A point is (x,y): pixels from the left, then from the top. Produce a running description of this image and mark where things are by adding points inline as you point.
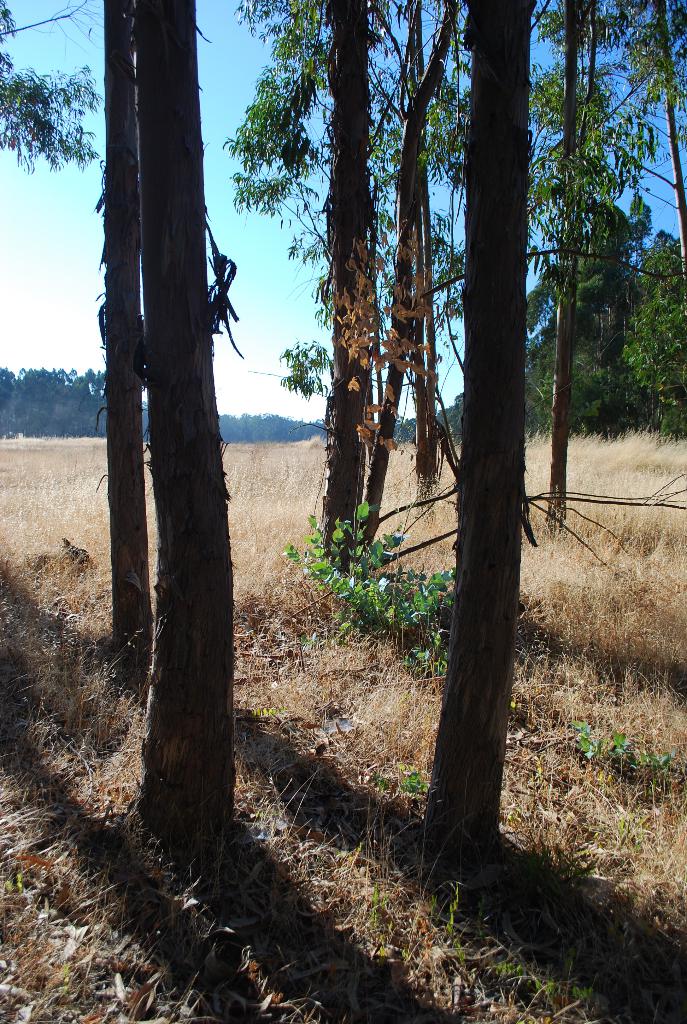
In this image there is the sky (231,211), there are trees (325,66) truncated towards the top of the image (568,94), there are trees (638,327) truncated towards the right of the image (626,265), there are trees (57,392) truncated towards the left of the image (61,414), there are plants (332,598), there are plants (613,611) truncated towards the right of the image (642,503), there are plants (634,471) truncated towards the bottom of the image (202,982), there are plants (42,552) truncated towards the left of the image (73,551).
